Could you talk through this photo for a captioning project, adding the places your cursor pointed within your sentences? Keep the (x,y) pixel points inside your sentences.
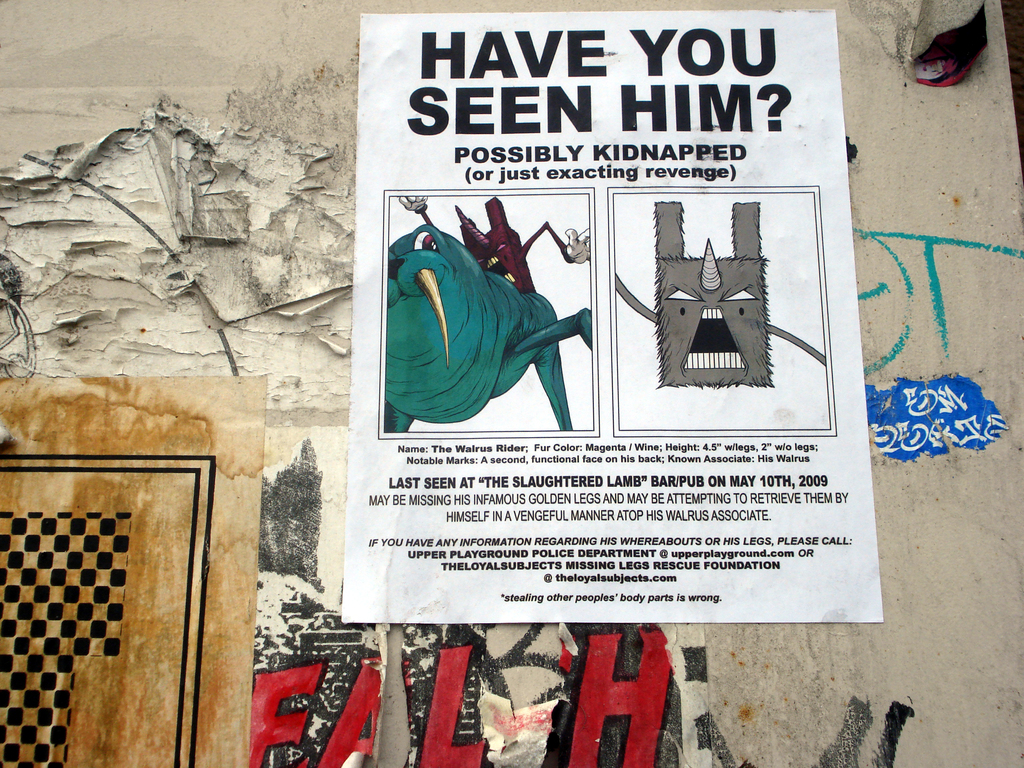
In this image we can see a wall (290,262) and posters (516,621) stick to the wall (808,625).
